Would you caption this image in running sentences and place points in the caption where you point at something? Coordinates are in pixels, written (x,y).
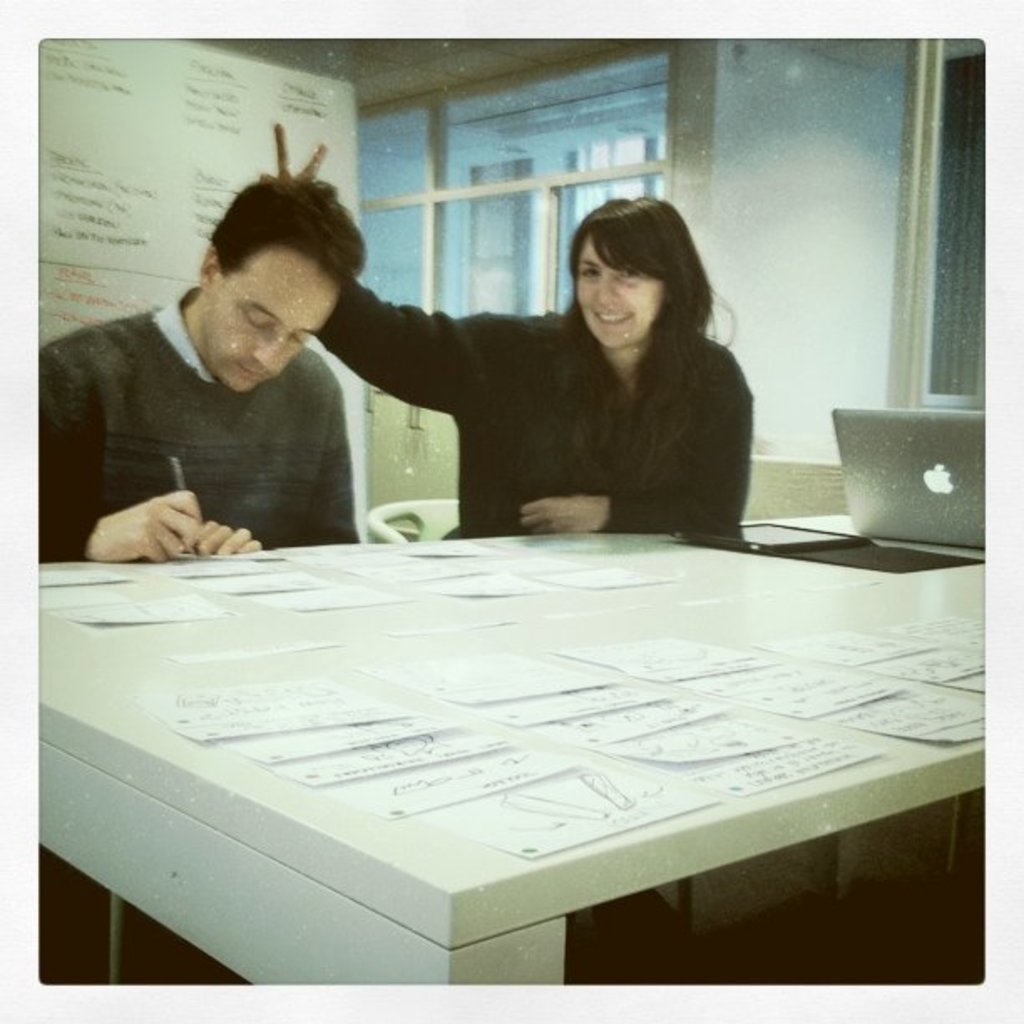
This picture shows a man (51,453) and woman (508,354) seated on the chairs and there is a laptop (876,497) on the table (353,874).
